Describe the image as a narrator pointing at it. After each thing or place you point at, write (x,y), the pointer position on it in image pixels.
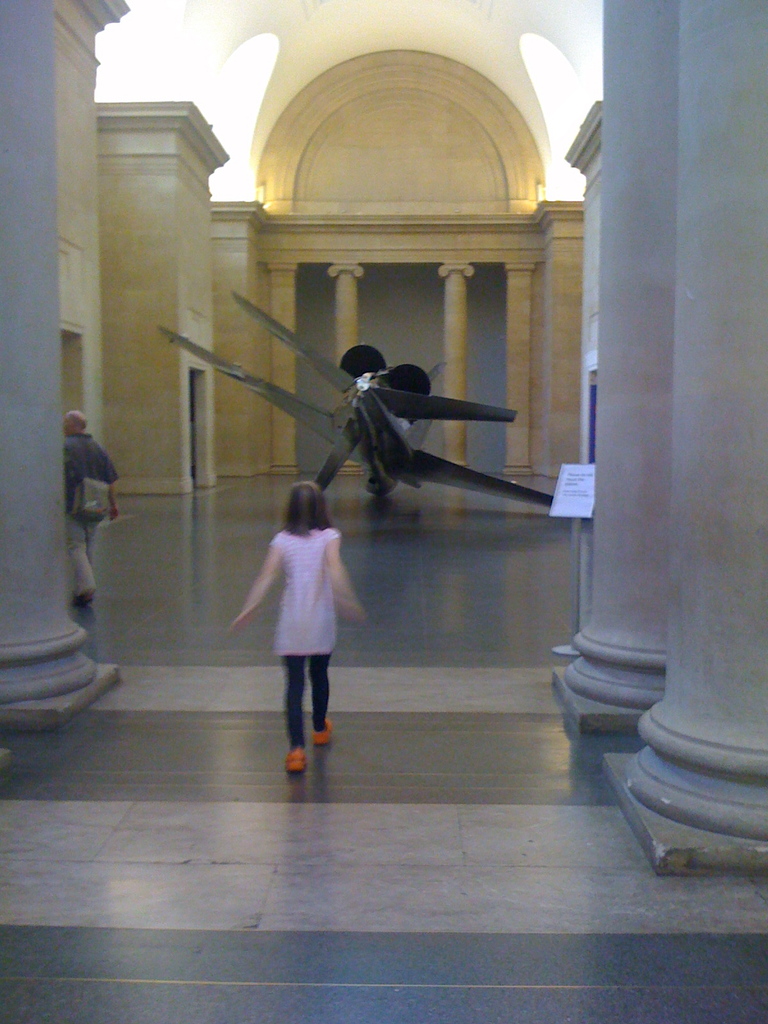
In this image, we can see a girl (328,645) walking, at the left side (86,532) there is a person (72,466) walking, we can see some pillars (64,651).
